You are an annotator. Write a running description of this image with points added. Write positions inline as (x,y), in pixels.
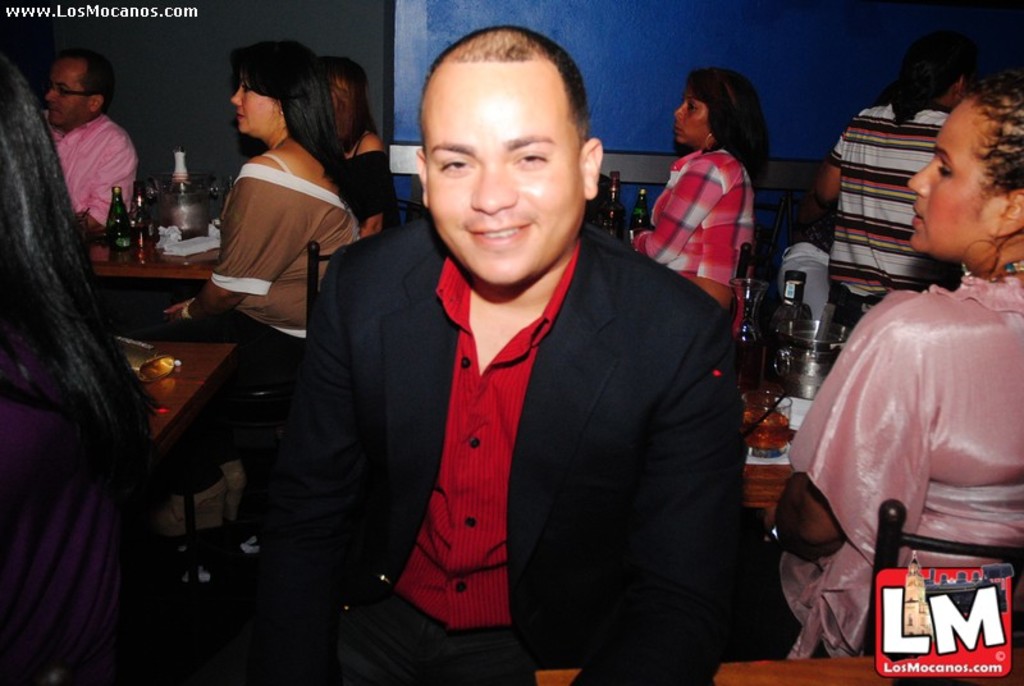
In this image I can see a person (473,405) wearing red shirt (476,454), black blazer (617,439) and black pant (438,624) is sitting on a chair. I can see few other persons (328,188) sitting on chairs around the tables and on the tables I can see few glasses (772,439), few bottles (761,372) and few other objects (812,341).
